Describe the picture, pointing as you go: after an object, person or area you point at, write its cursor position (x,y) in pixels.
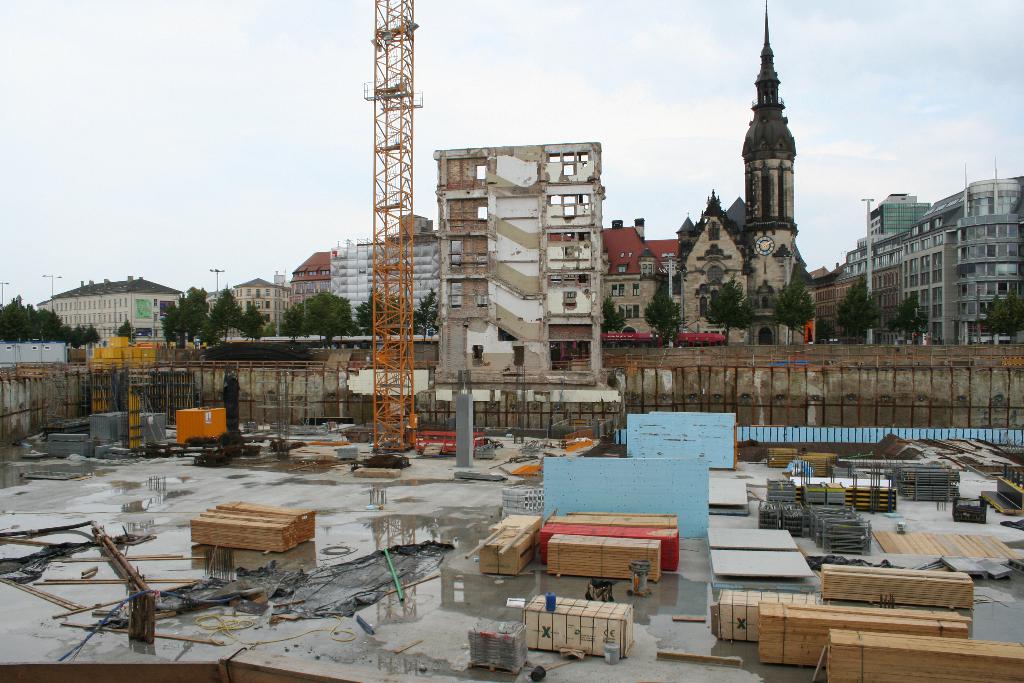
In this image we can see some lumbers (299,531), timber woods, towers (392,401) at the foreground of the image (855,591) and at the background of the image (475,305) there are some buildings (573,311), trees (182,321) and cloudy sky (617,91).
